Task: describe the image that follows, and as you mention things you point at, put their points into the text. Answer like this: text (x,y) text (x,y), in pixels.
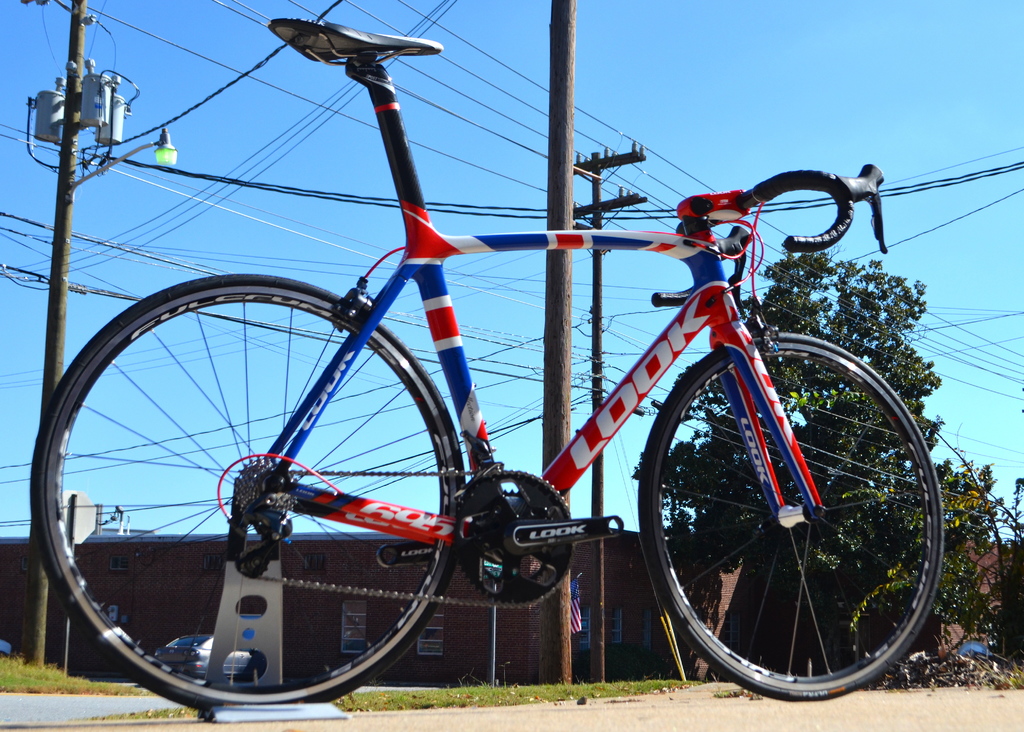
In this image we can see a cycle (435,444). In the back (64,158) we can see electric poles (71,144) with wires (480,124). In the background (212,648) there is car (207,661). Also there is a building (448,605) with windows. And there is a tree (780,480). And there is sky (359,151).
